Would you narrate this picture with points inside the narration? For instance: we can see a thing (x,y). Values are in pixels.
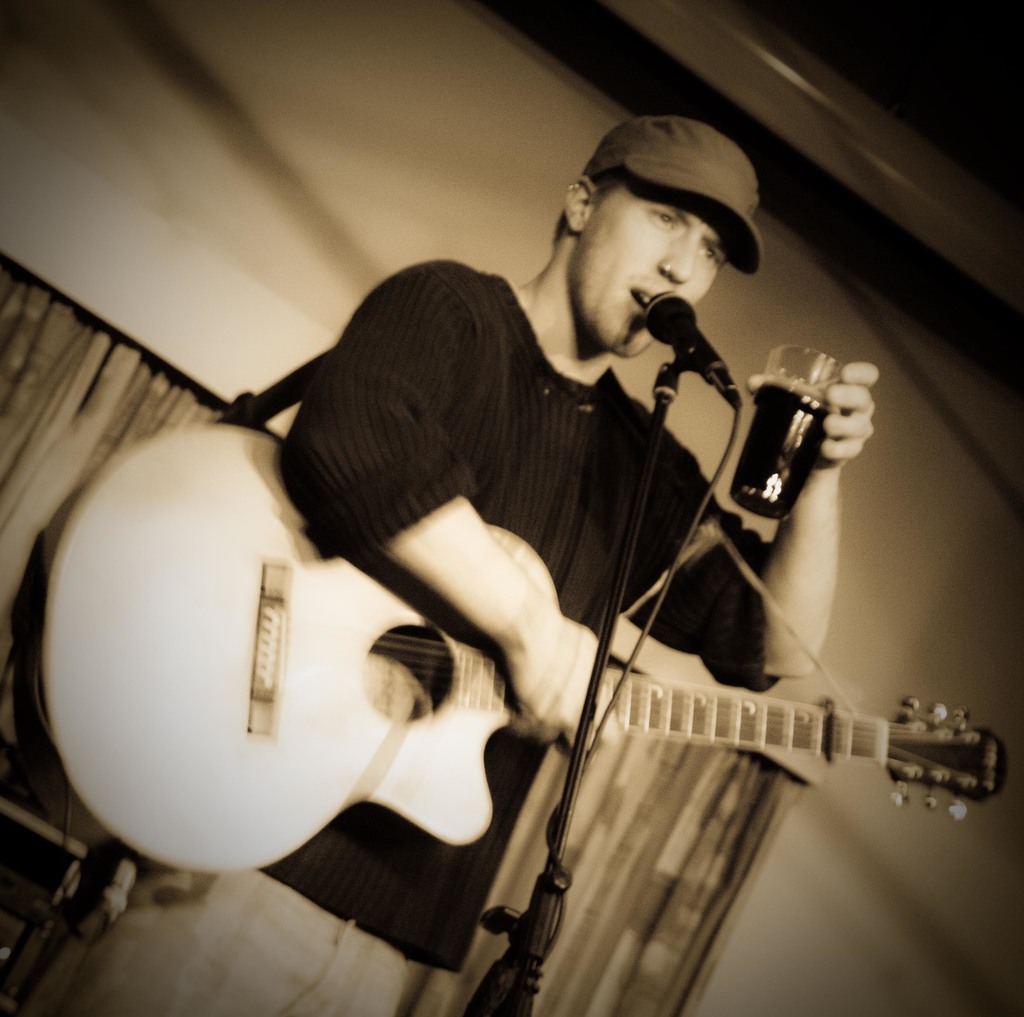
In this picture there is a man (465,466) holding a guitar (385,573) and a glass (816,435) in his hands (843,448). There is a mic (685,353). There is a curtain (705,857) at the background (14,426).
